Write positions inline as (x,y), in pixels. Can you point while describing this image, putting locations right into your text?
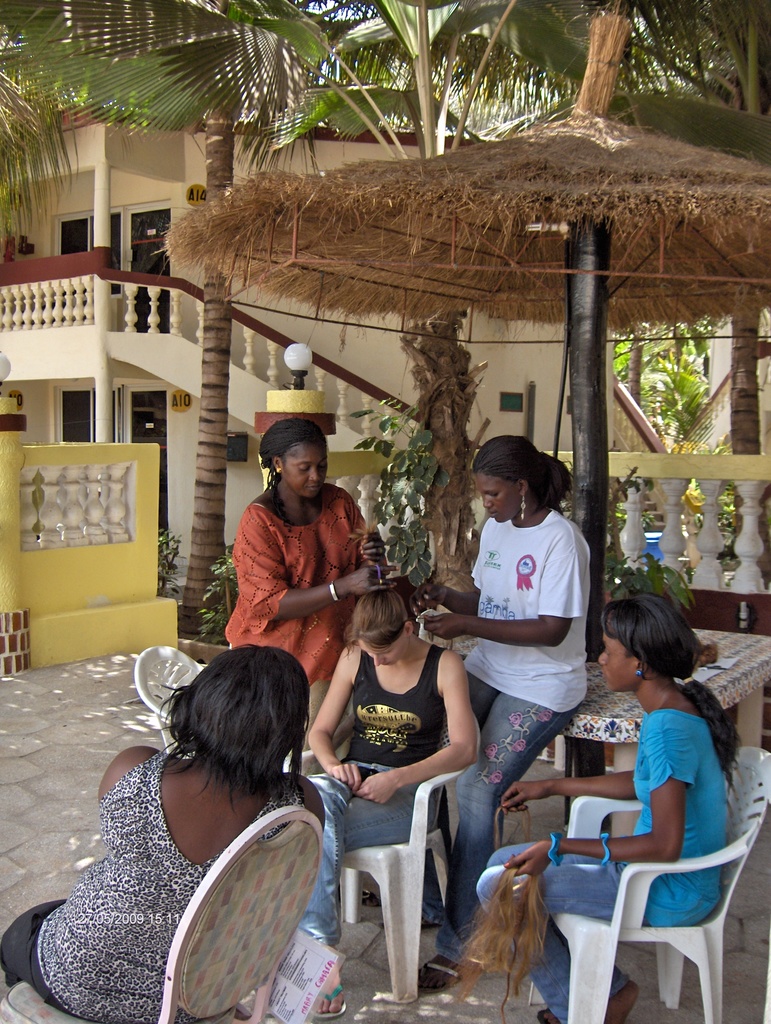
In the image we can see there are people (467,754) who are sitting and others (431,624) are standing. At the back (165,275) there is a building (151,349).
